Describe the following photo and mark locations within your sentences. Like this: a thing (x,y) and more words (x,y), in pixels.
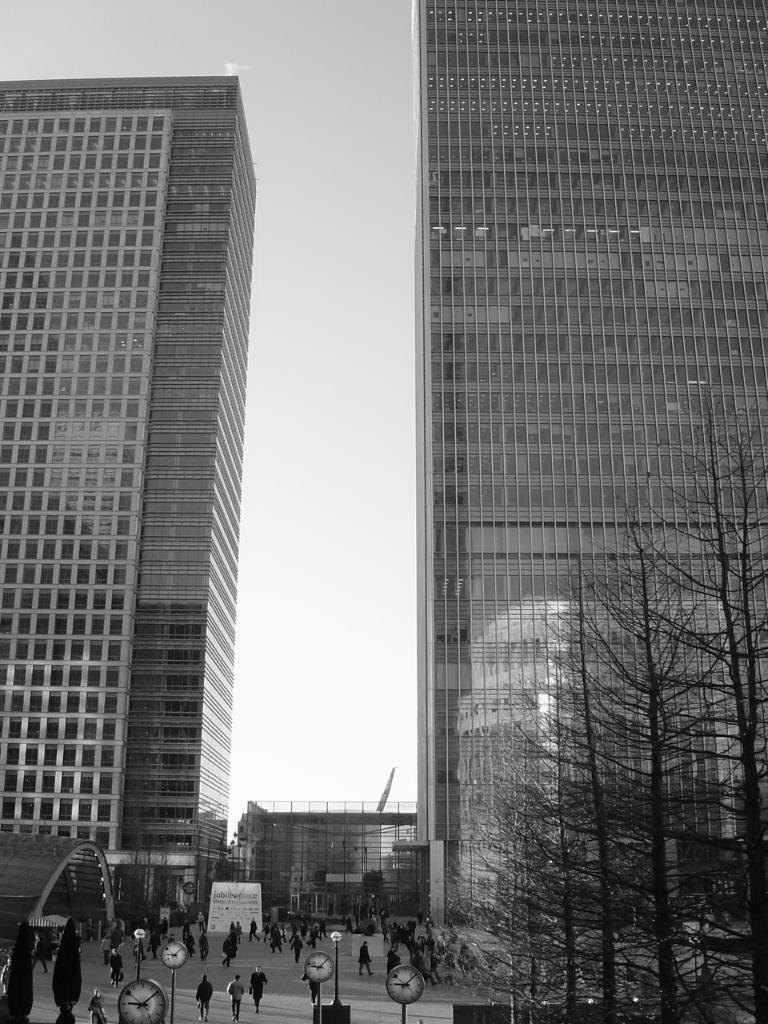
In this picture we can see buildings (224,483), there are some people (310,993) walking at the bottom (36,963), we can also see clocks (317,969) and poles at the bottom (164,1003), on the right side (701,915) we can see trees (668,837), there is the sky (307,87) at the top of the picture (307,87), in the background (242,888) there is a hoarding (251,891), it is a black and white image.
